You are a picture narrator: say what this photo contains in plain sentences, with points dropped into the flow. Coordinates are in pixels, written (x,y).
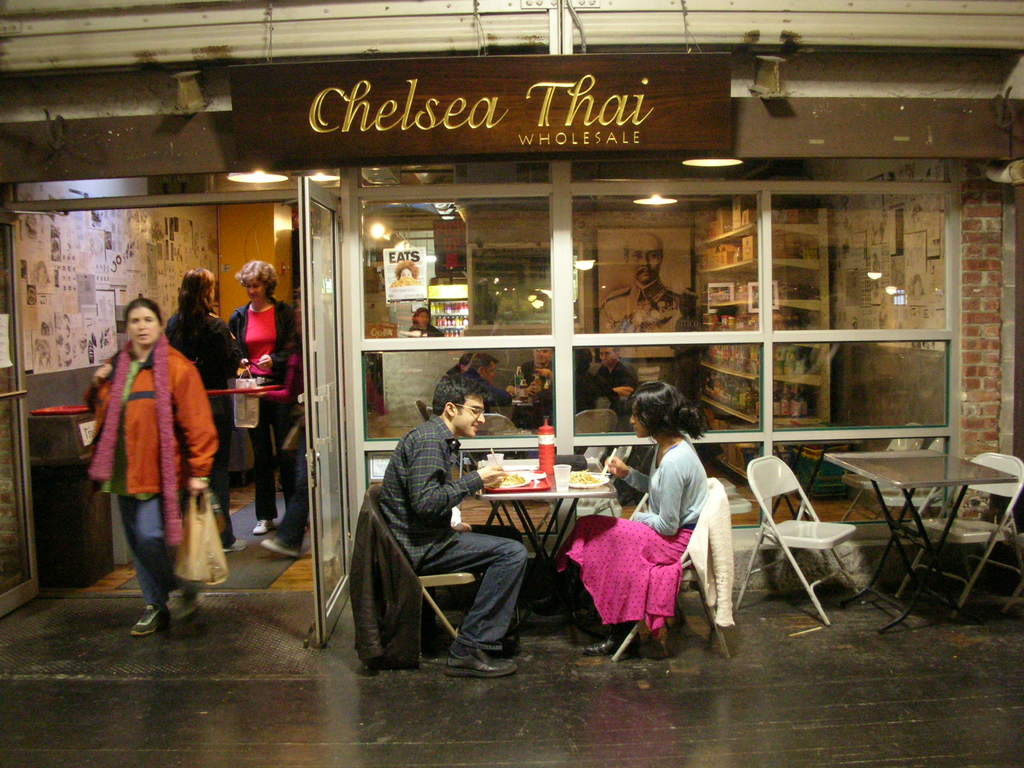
This Picture describe about the outside view of the restaurant (413,399) on which a boy (414,480) is wearing black shirt (435,545) and jeans (475,560) is sitting on the table (523,495) and eating noodles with the girl (678,448) sitting on the opposite side wearing grey t-shirt (680,489) and pink skirt (668,541) is eating with him, Behind we can see the restaurant glass window (378,356) and woman (143,403) wearing orange jacket (191,460) coming outside of the restaurant (223,587). On the top (610,78) we can see a naming (341,132) on which chelsea thai wholesale is written.
